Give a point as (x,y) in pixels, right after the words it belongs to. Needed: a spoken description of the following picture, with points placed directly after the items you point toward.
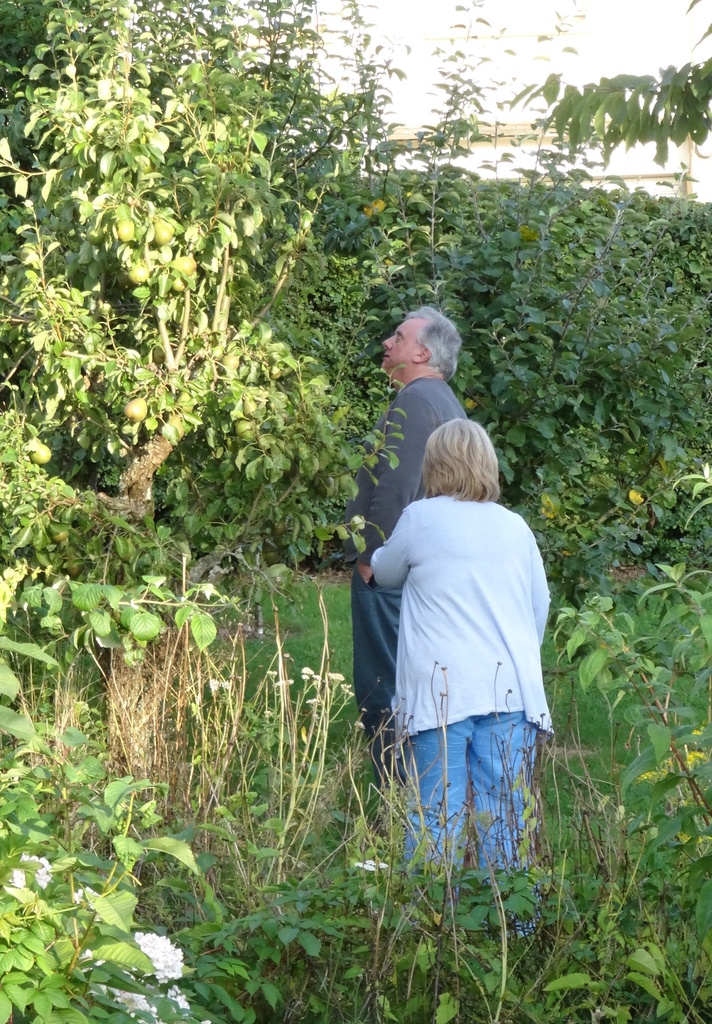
In the center of the image (369,622) there are two person (443,433). In the background of the image (328,334) there are trees (328,334). At the bottom of the image (304,863) there are plants (277,867).
